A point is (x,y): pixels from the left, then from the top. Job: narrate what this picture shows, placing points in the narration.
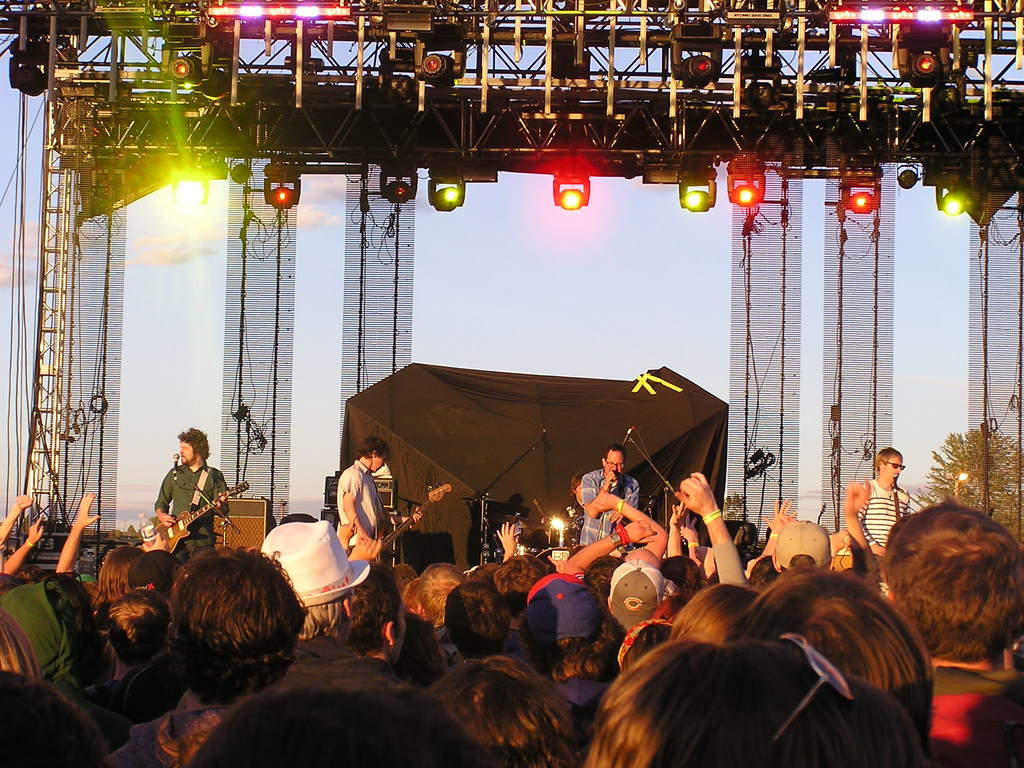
In the picture I can see these people (151,733) are standing, here we can see these two persons (167,511) are holding guitars (446,493) in their hands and playing, we can see the person (598,485) holding a mic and standing on the stage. Here we can see plants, show lights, wires (250,407), black color banner (517,411) and the sky (566,304) in the background (531,319).
